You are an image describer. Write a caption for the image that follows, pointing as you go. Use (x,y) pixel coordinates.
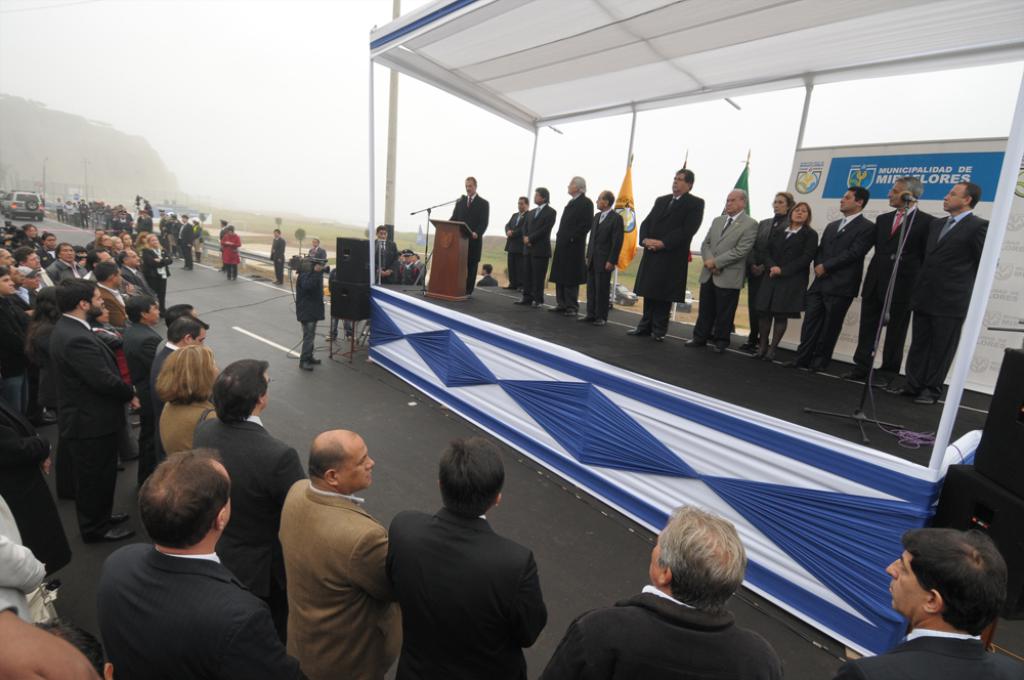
This picture describes about group of people (231,253), in the background (978,179) we can see a hoarding (838,198), few flags (632,215) and microphones (884,314), in front of the stage (454,304) we can find few speakers (346,303), in the background (34,215) we can see few vehicles (28,204) and hills (164,196).
